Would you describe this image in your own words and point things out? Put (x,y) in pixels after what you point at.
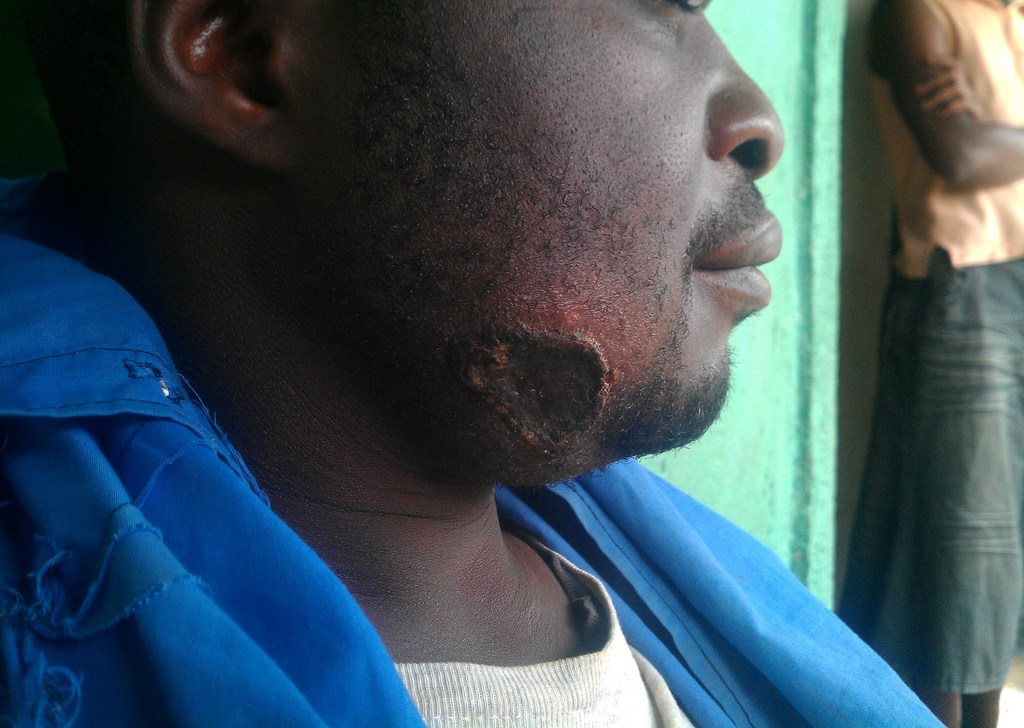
In the image we can see there is a person (575,457) sitting and there is a scar (601,407) on person's chin (608,393). Beside there is another person (947,390) standing.
